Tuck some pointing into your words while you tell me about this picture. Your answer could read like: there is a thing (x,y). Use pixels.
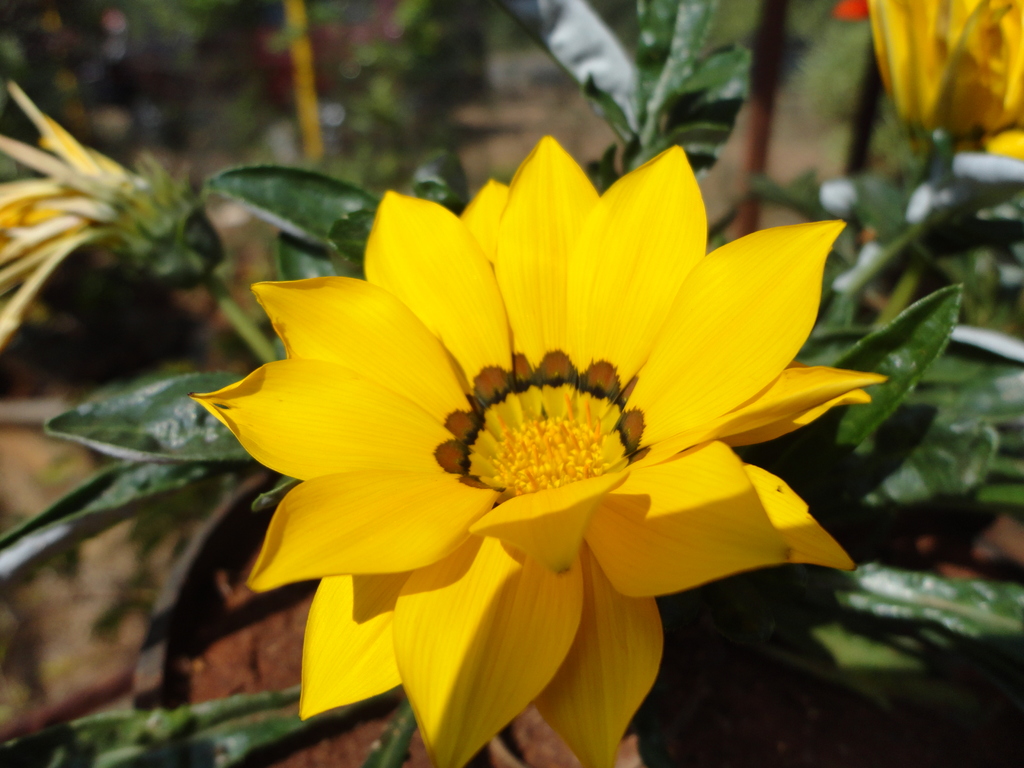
As we can see in the image there are plants (164,739) and yellow color flowers (969,85).
